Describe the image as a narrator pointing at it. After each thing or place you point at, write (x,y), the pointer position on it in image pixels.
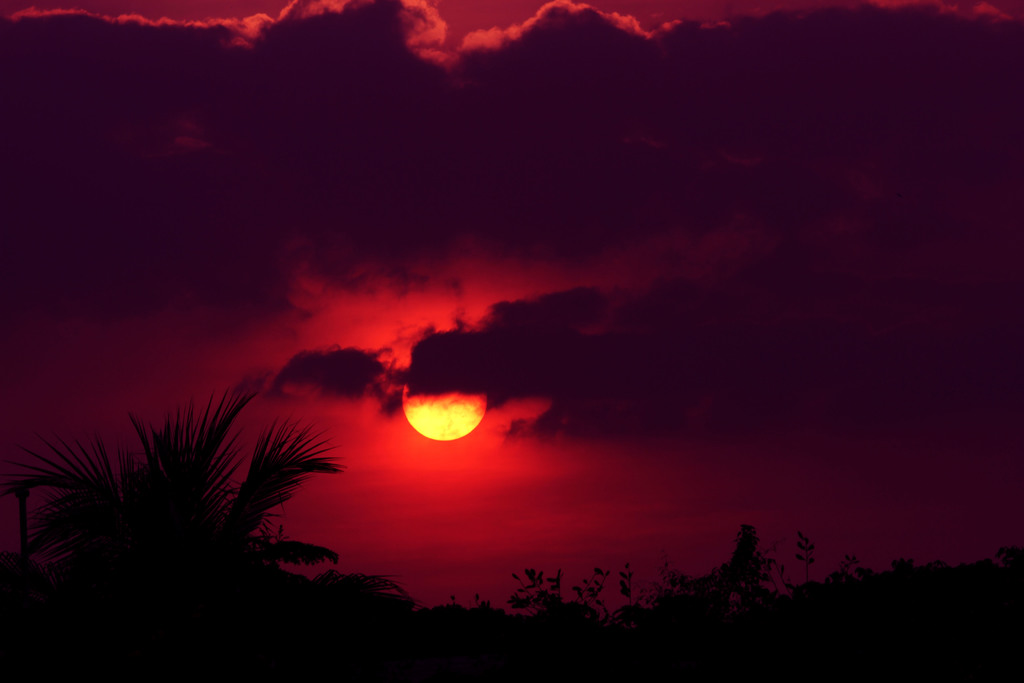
In this image in the center (404,418) there are trees (520,631) and the sky (501,360) is cloudy and there is a Sun (447,415) visible in the sky (447,387).
